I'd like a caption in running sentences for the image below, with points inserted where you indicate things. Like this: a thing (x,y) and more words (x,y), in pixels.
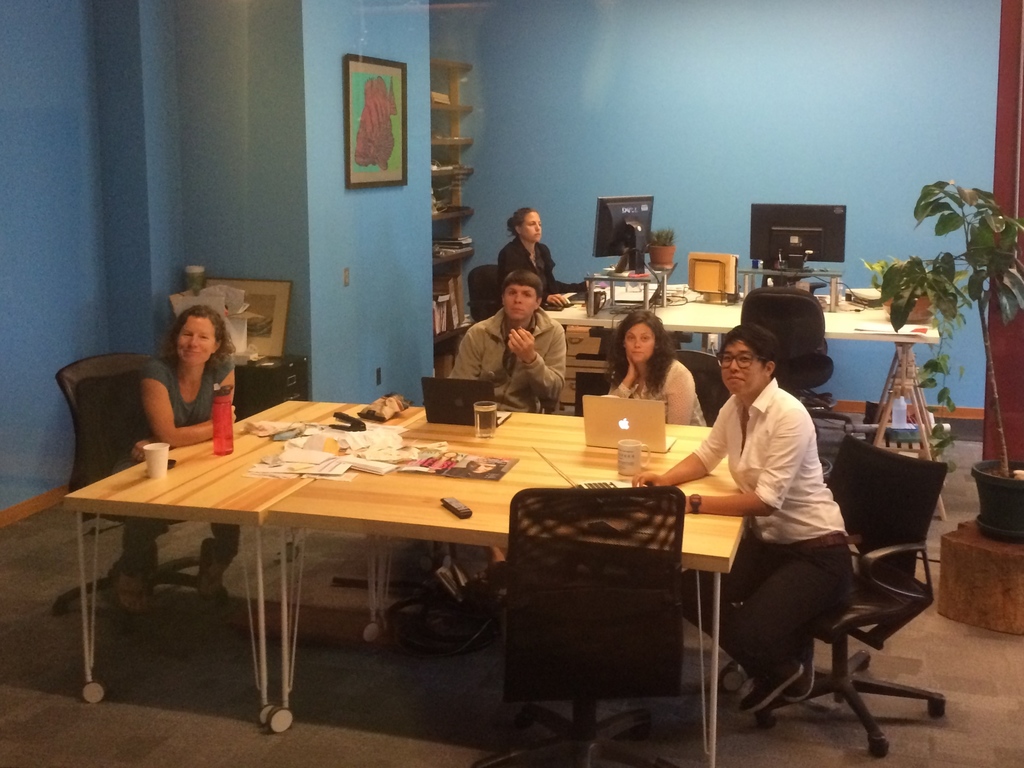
There are four persons (189,374) sitting in a chair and there is a table (528,431) in front of them which has laptops (603,416) and some papers (378,447) on it and there is another women (537,246) operating computer (604,239) in the background (535,253).
